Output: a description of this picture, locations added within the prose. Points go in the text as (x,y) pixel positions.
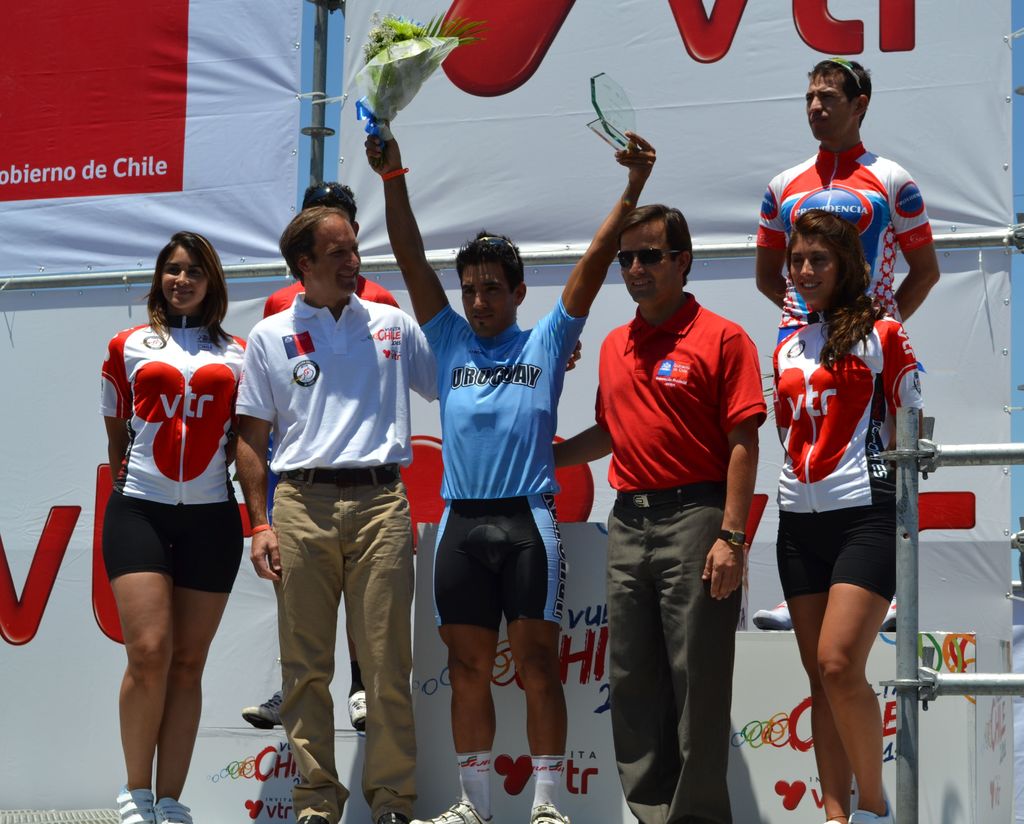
In this image I can see in the middle (539,464) a man (520,546) is standing, he wore blue color t-shirt (514,445). Beside him few other people (881,397) are also standing. Behind them there is the white color banner (31,326).
